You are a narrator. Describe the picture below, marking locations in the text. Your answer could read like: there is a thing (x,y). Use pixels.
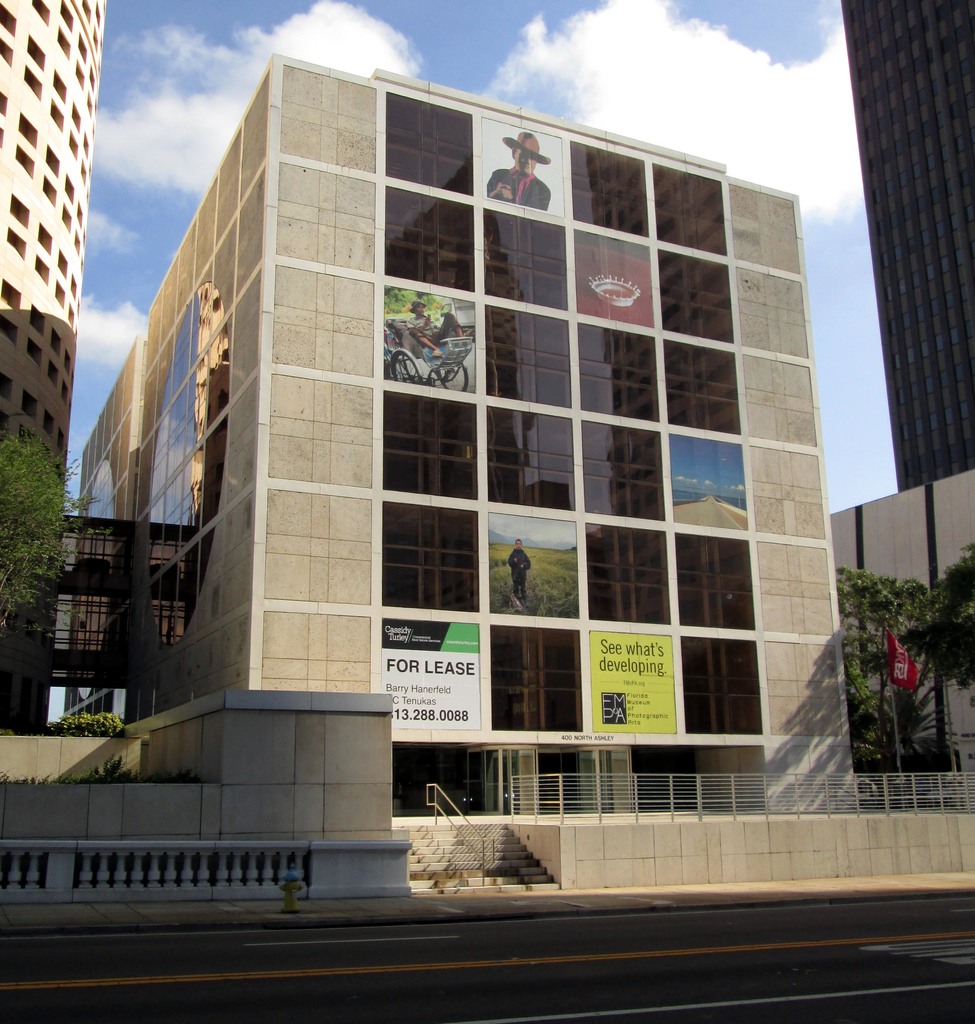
Here we can see buildings (656,565), boards (419,671), glasses (447,568), and trees (12,513). This is a fence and there is a flag (900,674). In the background (783,101) we can see sky (110,104) with clouds (624,87).
